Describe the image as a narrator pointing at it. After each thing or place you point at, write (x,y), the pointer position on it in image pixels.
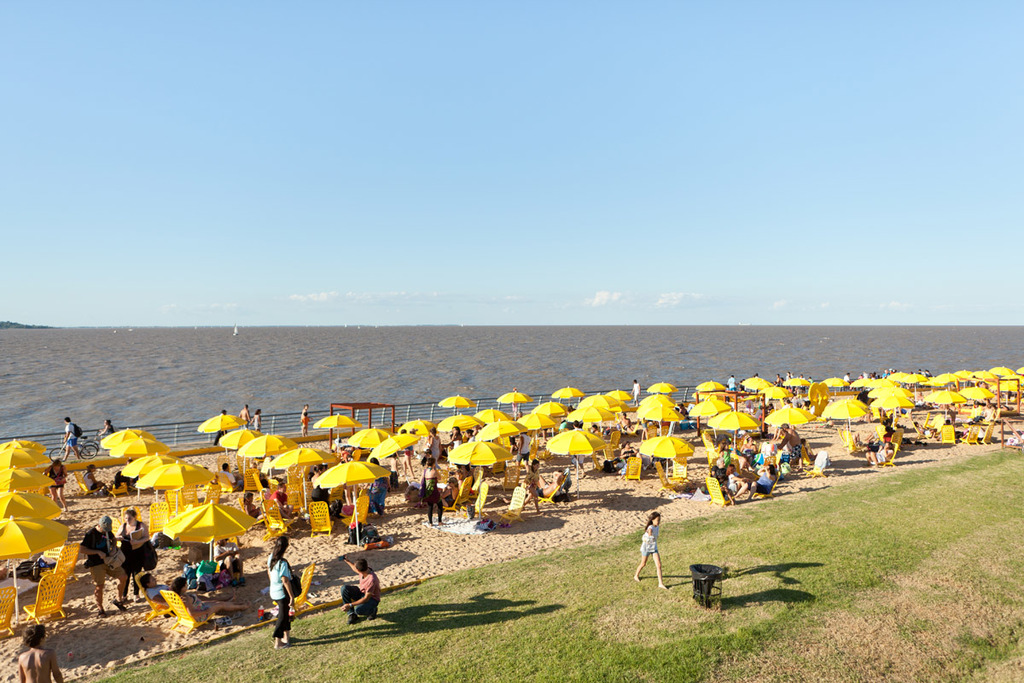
Here there are few persons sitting on the chairs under umbrellas (155,452) on the sand (331,601) and there are few people (103,552) standing on the sand (254,608). There is a woman (283,590) standing and a girl (648,542) walking on the grass (640,594) and there is a man (343,595) in squat position on the grass (668,593). In the background (333,357) we can see a fence (57,442), few persons (70,434), bicycle (86,445), water (37,401) and clouds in the sky (295,137).
